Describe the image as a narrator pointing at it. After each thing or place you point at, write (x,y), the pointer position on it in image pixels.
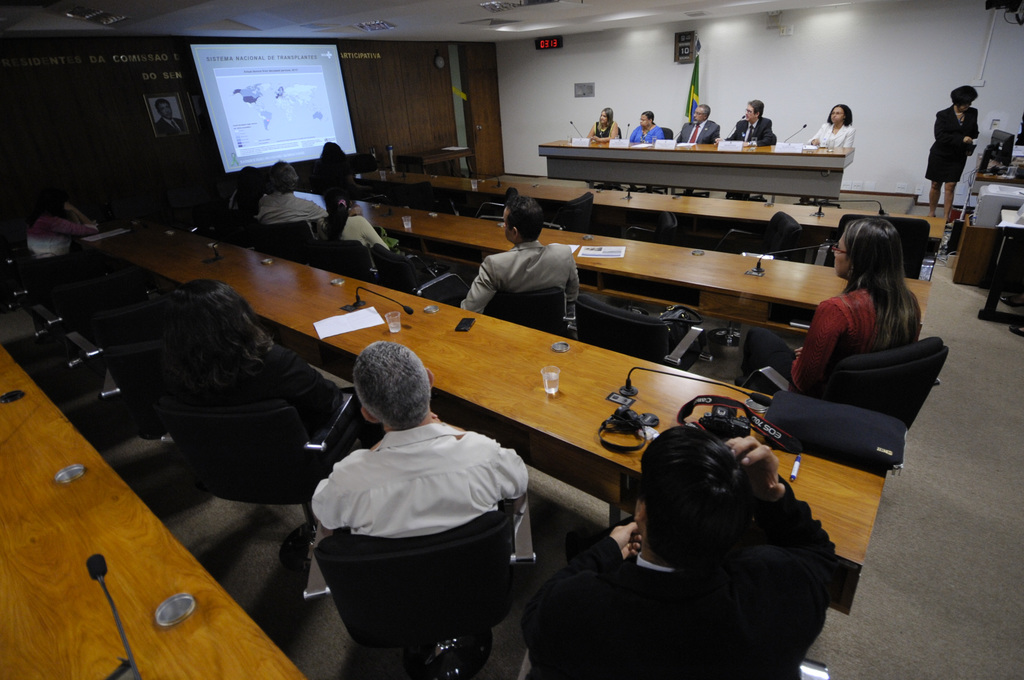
This picture taken in a conference hall (200,114), people (693,470) are sitting in chairs (217,464) in front of tables (371,304), there is presentation (323,72) going on.
